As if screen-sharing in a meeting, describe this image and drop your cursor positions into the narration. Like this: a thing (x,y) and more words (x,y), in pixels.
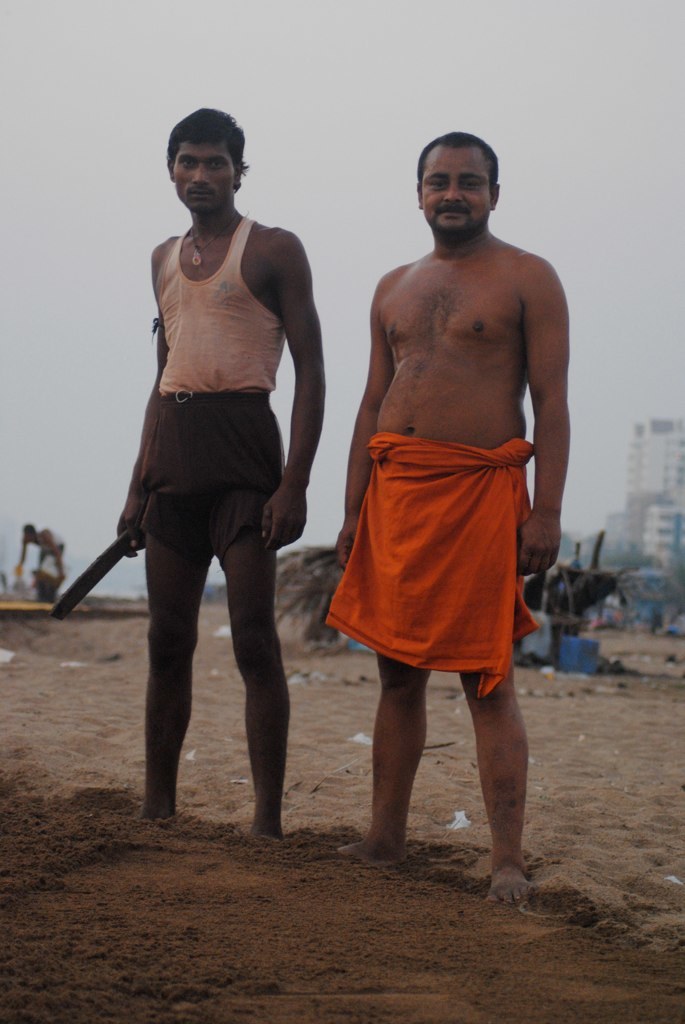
Here in this picture we can see two men (383,330) standing on the ground (239,907) and we can see sand (116,691) present all over there and the person (171,532) on the left side (126,546) is holding something in his hand (136,544) and behind them we can see a hut (559,604) present and we can also see other persons (31,530) and buildings (653,489) in blurry manner and we can see the sky (368,268) is cloudy.
